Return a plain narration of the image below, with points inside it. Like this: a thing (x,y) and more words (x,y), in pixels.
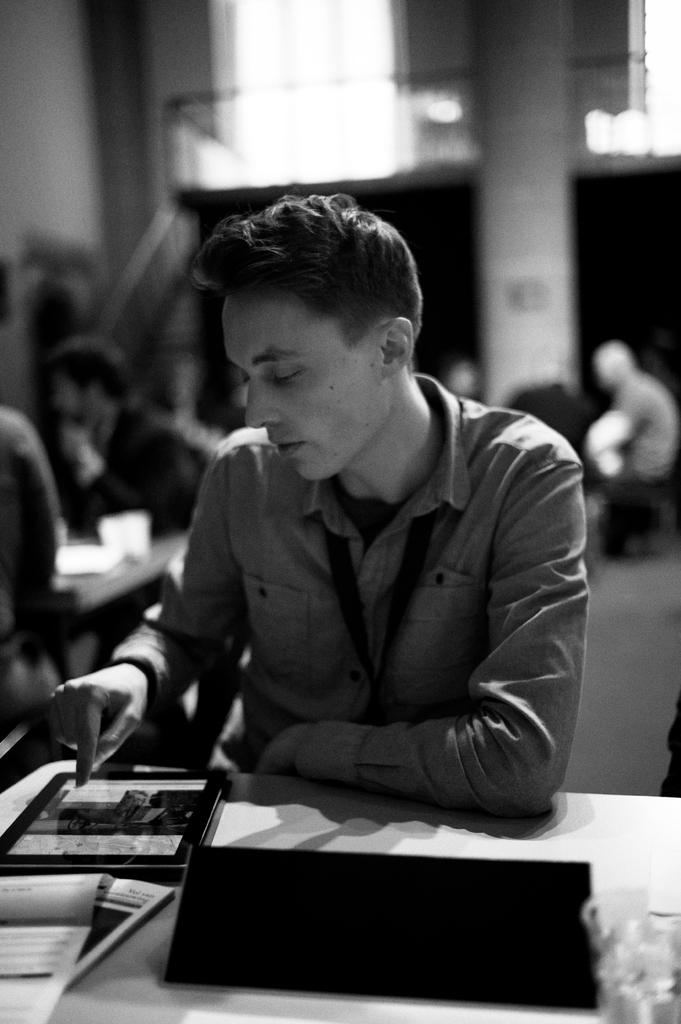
In this image I see a man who is in front of a table (175,767) and there are few things (555,932) on it. In the background (3,657) I see few people (40,675).
